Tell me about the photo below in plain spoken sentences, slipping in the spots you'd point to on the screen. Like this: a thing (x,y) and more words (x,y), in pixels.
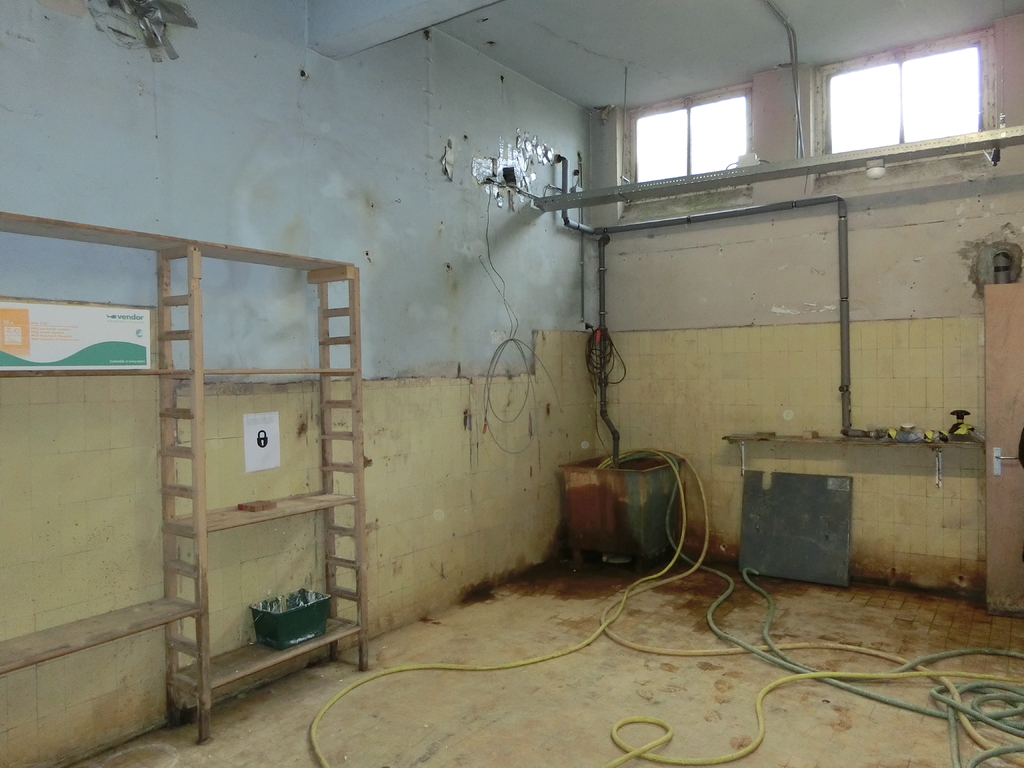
In this image I can see the room (383,602) with rack (62,235) and the box (582,528). I can see some pipes (810,666) in the box (648,516). There is a green color basket (273,645) on the rack (276,659). In the back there are pipes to the wall (404,148) and also the windows (693,158) to the right (812,151).
